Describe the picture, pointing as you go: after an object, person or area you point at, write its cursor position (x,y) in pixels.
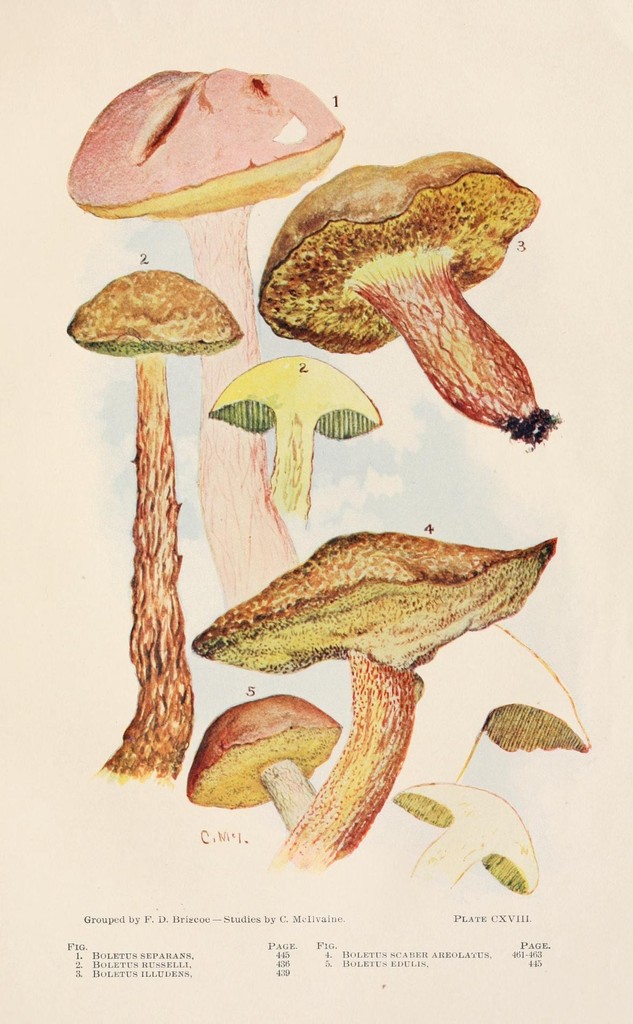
In this picture, it seems like types of mushrooms (312,445) and text (286,967) on the page (75,985).
